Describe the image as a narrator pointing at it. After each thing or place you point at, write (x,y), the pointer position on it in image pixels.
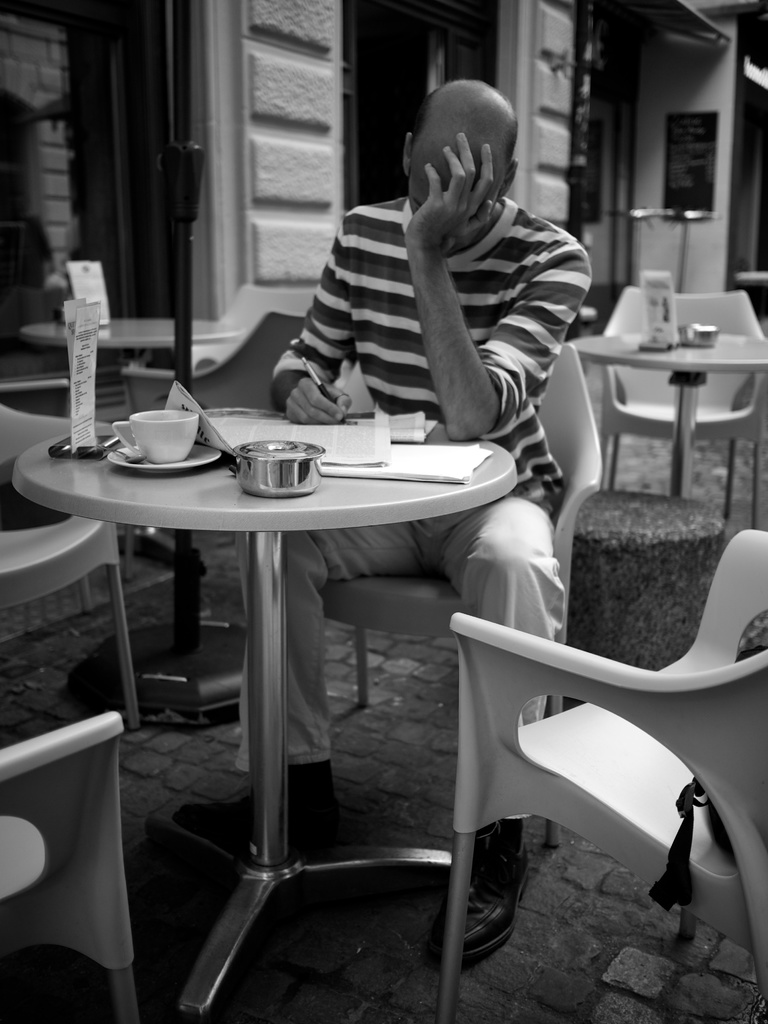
in this image i can see table (268,549) and chairs (486,716). there is a person (548,450) sitting on the chair (554,371) holding a pen (325,393) in his hand (312,400). on the table (352,489) there is a cup (179,435), saucer (181,462) and many papers (364,450). behind him there is a building (325,83).
